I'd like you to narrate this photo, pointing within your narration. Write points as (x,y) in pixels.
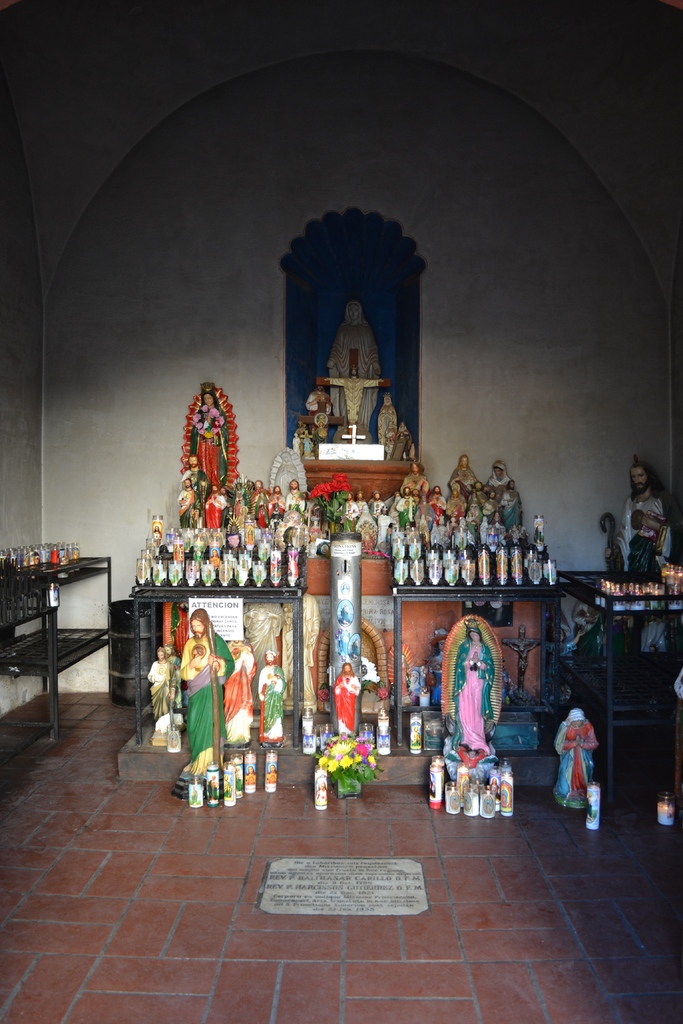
In this image in the center (312,615) there are statues (314,609). On the left side (53,643) there is a stand (53,634) and there are objects (58,597) on the stand (60,567) which are red and white in colour. On the right side (637,615) there is a stand (610,677) and on the stand (614,668) there is a statue (641,551). On the wall (318,328) there is a paint (399,295) which is blue in colour and there is a statue (369,349) in the shelf (327,325) on the wall (348,284).
